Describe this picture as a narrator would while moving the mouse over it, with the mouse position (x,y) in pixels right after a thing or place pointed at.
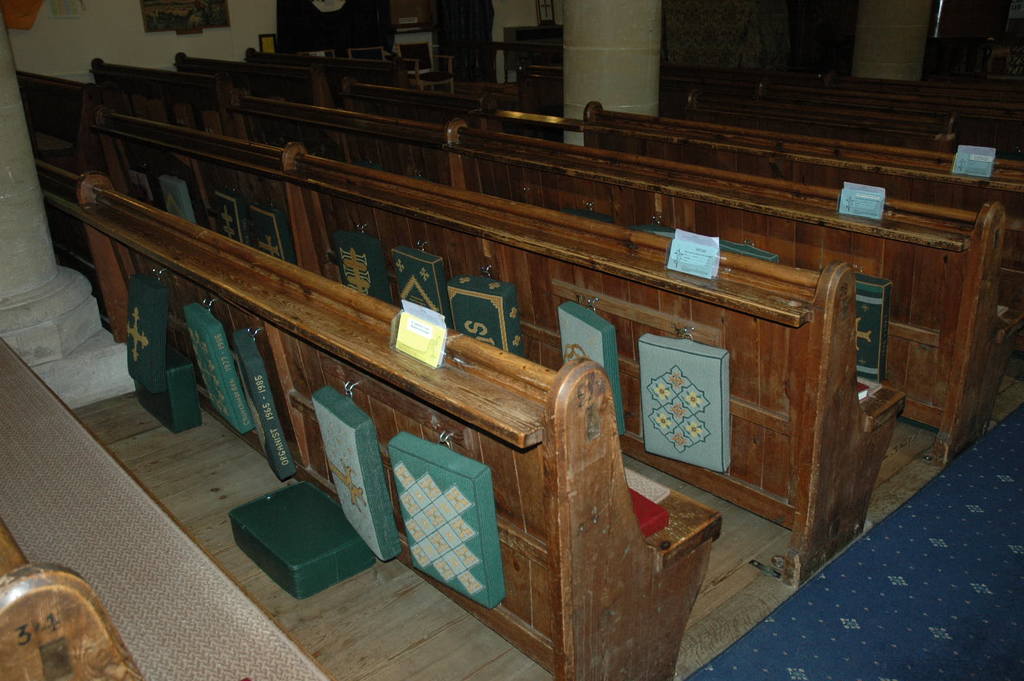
In this image we can see benches (515,213), pillars (602,23). At the bottom of the image (865,646) there is carpet (855,606). In the background of the image (69,27) there is wall (108,17). There is a photo frame (183,27).
